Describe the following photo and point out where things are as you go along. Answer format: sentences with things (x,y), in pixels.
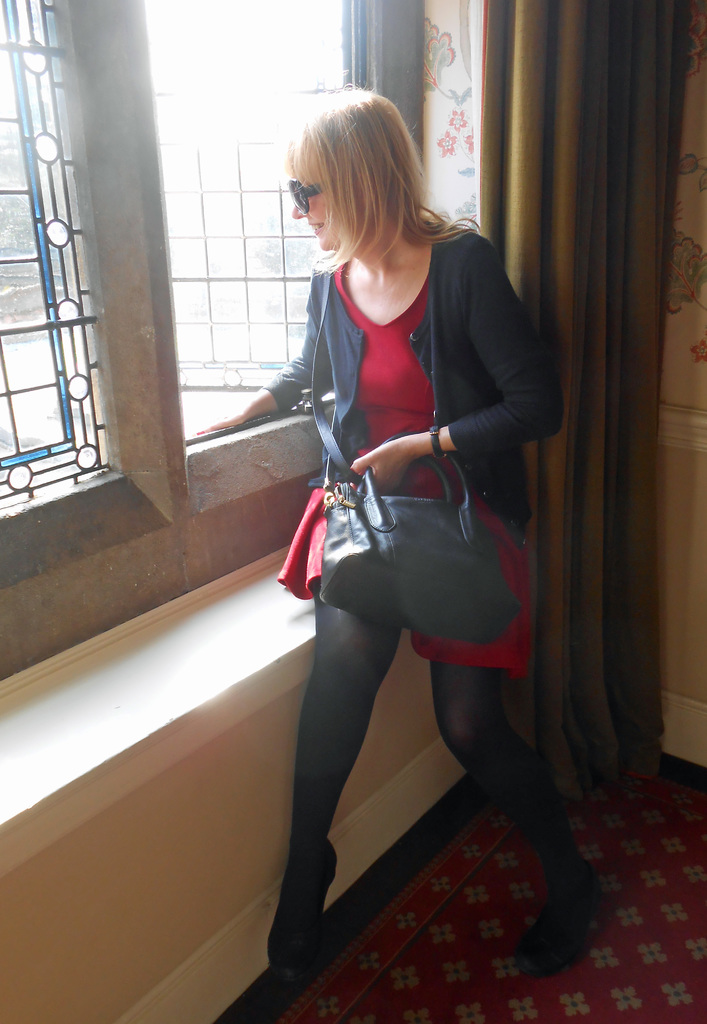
In this picture we can see a woman (366,688) who is holding a bag (443,524) with her hand (397,473). She has goggles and this is window (195,206). Here we can see a curtain (606,455) and this is floor (655,965).
